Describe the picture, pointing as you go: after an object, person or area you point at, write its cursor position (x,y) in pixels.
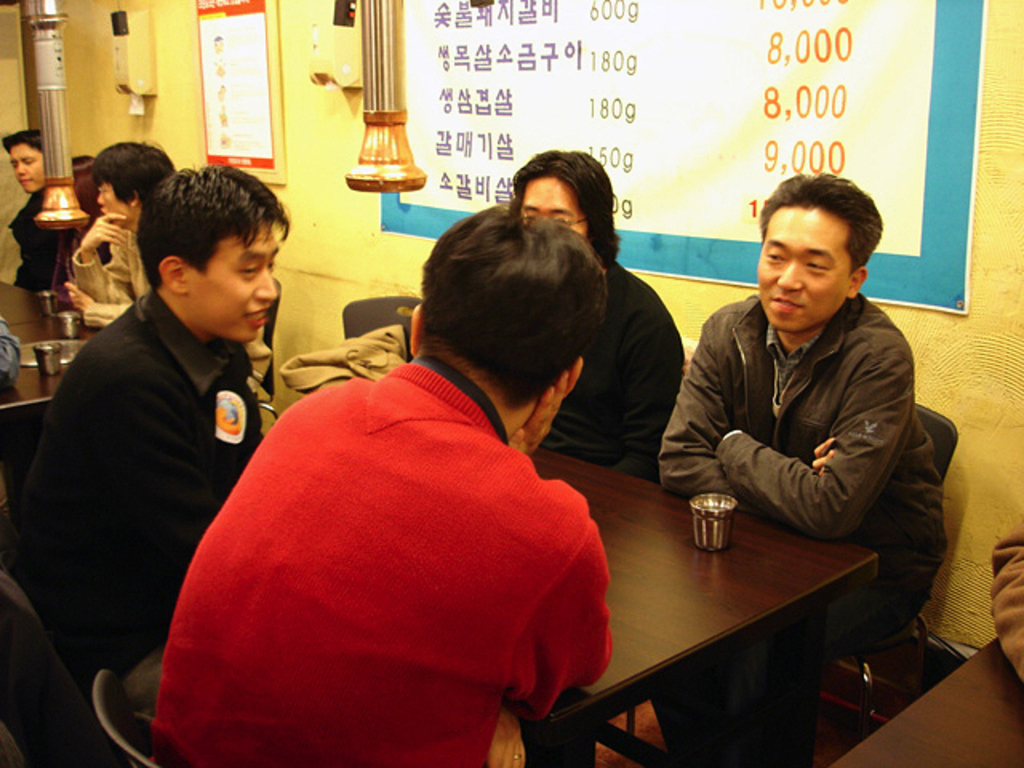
In this picture there is a table (677,616) which is in black color, there are some people (883,543) sitting on the chairs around the table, in the background (298,142) there is a yellow color wall (377,198), on that wall (311,110) there is a blue color poster (709,91).
